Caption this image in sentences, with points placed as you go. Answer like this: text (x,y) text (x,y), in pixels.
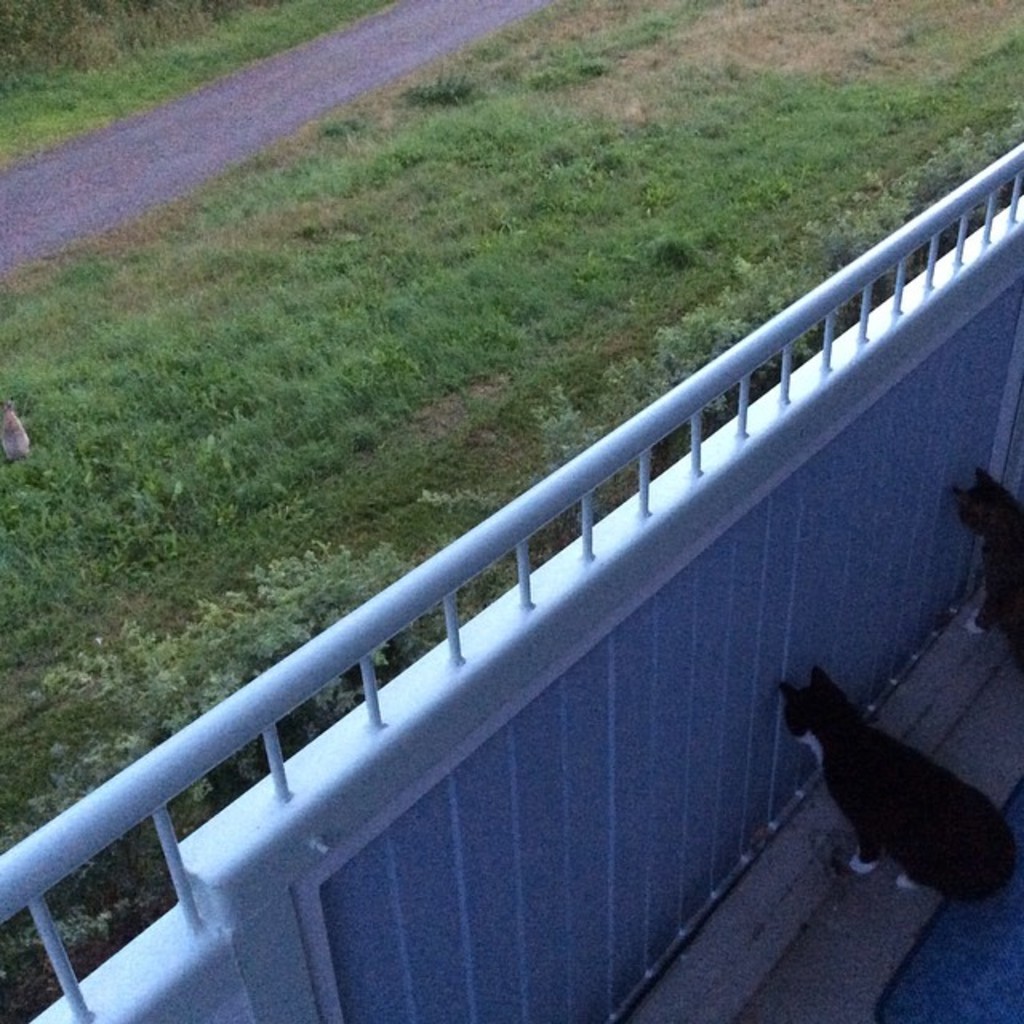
In the center of the image (676,501) we can see the wall (245,798). On the right side of the image (1016,667) we can see the cats (986,855) and floor (807,955). In the background of the image (519,486) we can see the plants (154,658) and grass (249,303). At the top of the image (211,181) we can see the road (315,84).
